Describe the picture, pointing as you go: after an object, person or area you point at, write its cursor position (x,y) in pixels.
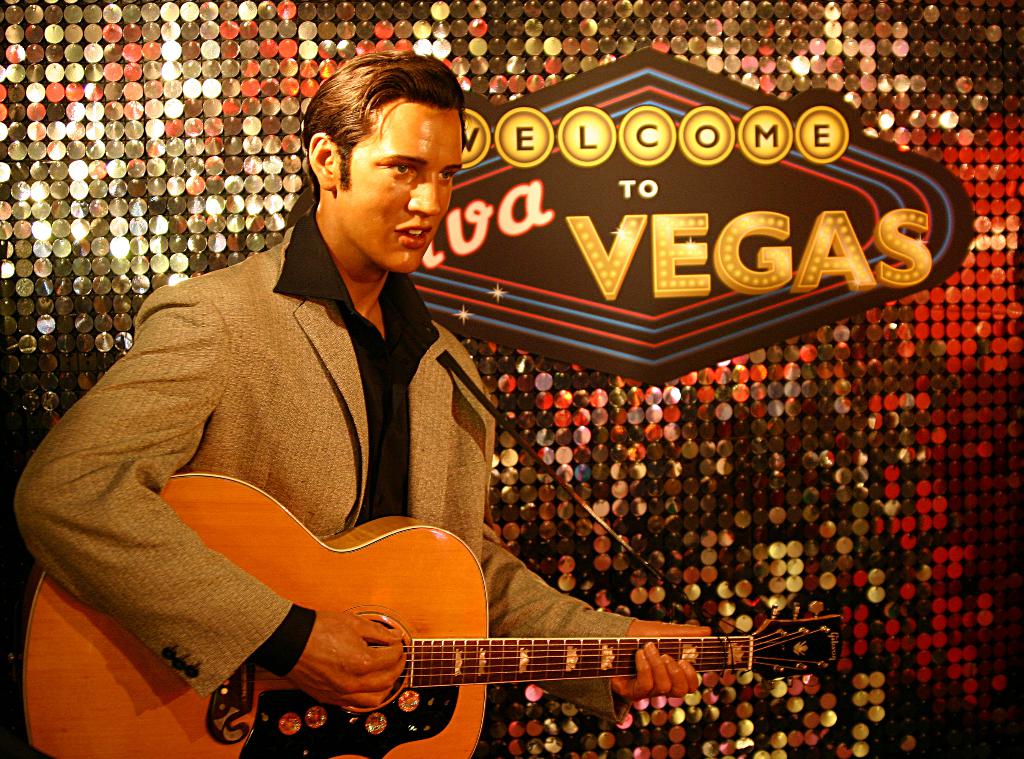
Here we can see that a person (381,296) is standing and playing guitar (353,565), and at back there is some label (583,288) on the wall (754,484).
